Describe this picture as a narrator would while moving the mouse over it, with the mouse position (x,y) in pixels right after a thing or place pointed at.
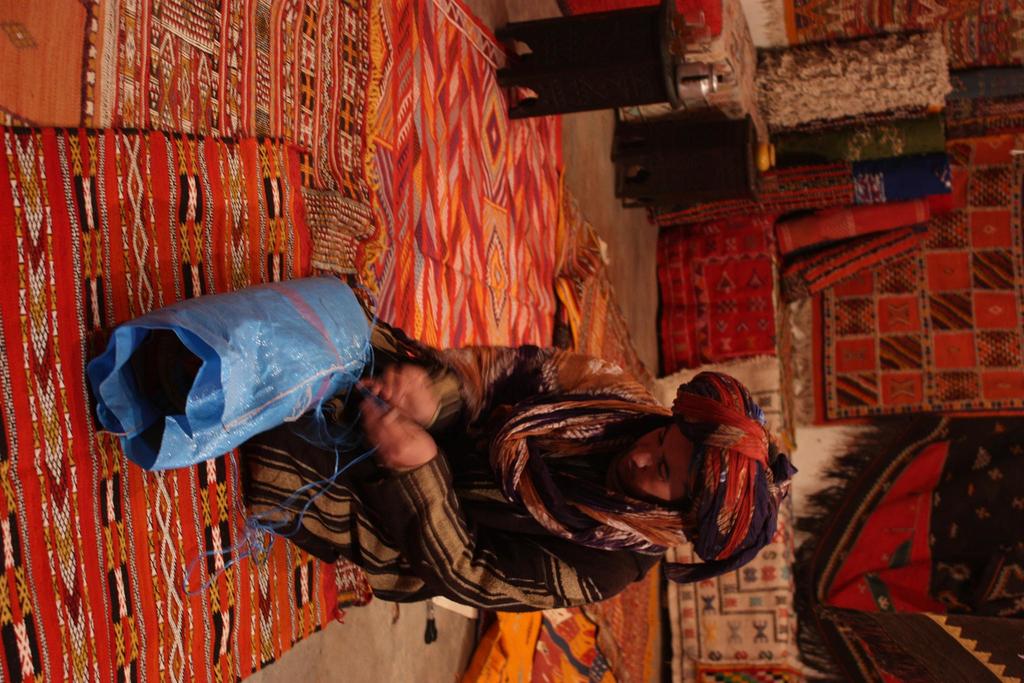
In this image I can see the person (701,491) and the person (760,444) is wearing black and brown color dress (407,556) and I can see few carpets (327,137) in multicolor.
